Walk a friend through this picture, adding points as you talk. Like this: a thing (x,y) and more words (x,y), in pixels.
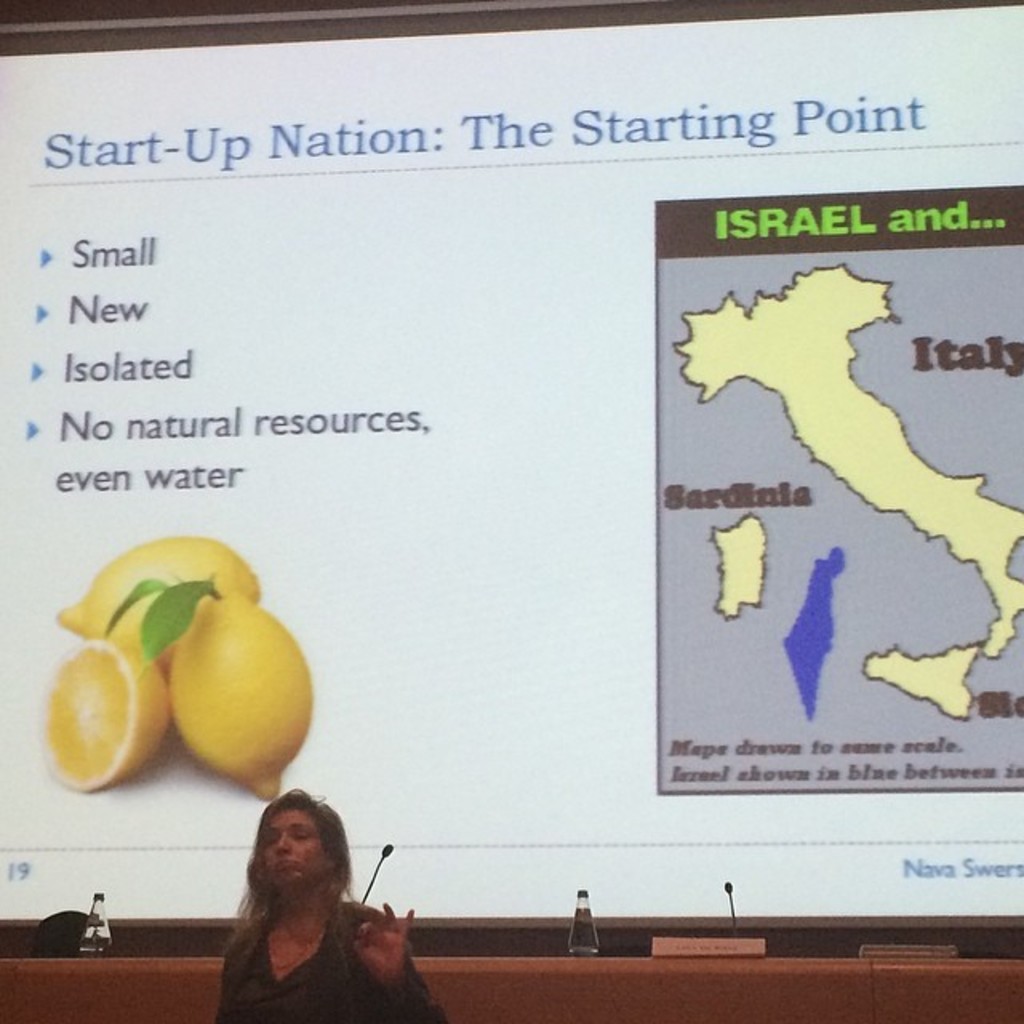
In the image we can see in front (309,959) there is a woman (334,890) standing and behind there is a projector screen (461,406) on which there are lemon (171,683) and beside there is a map (790,473) of italy.
